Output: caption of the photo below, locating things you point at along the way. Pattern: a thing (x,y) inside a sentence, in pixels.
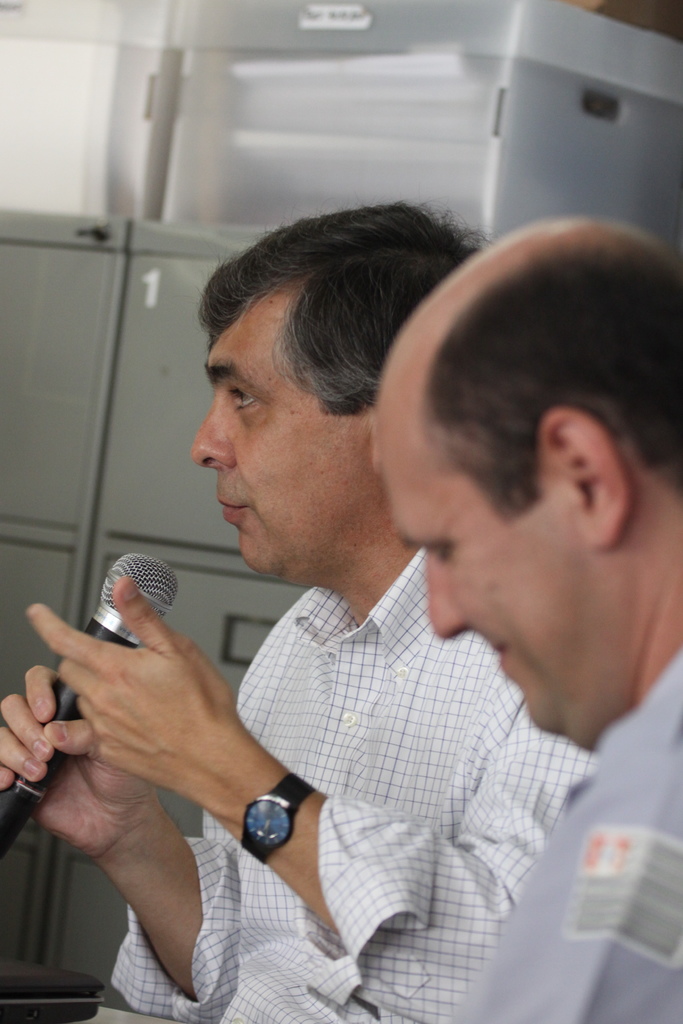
In this image we can see two persons (360,619) and among them a man (312,657) is holding a mic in his hands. In the background (263,155) we can see pages (334,164) in a plastic boxes (173,129) on the metal locker boxes (60,506).
